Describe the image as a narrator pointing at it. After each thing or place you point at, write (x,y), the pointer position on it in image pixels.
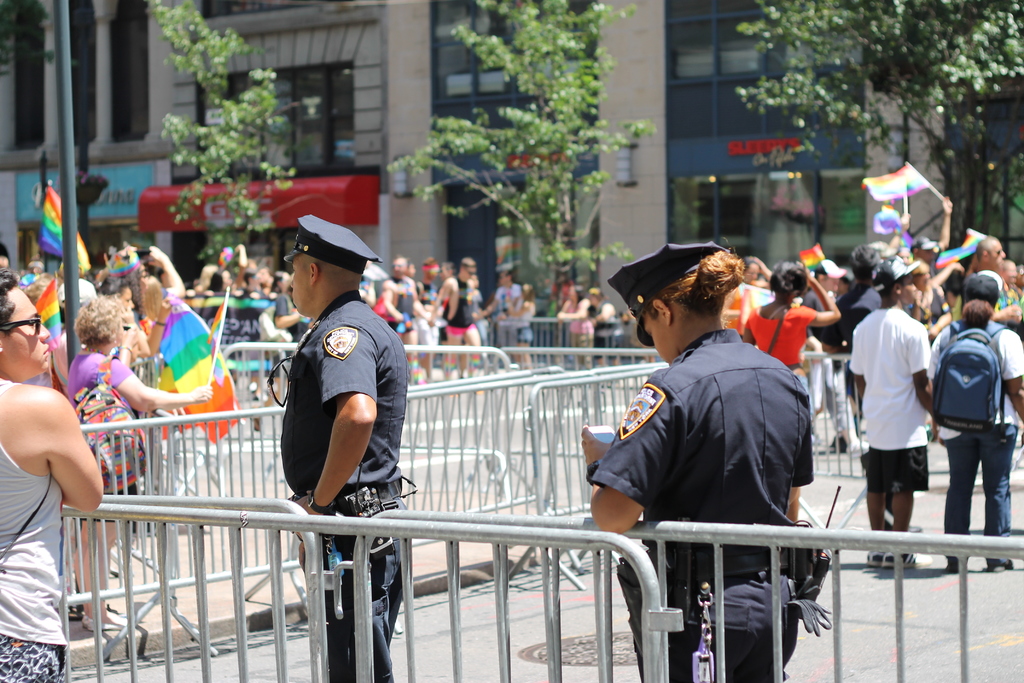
In this image there are some persons (379,322) standing as we can see in middle of this image (628,433), and there are some trees (246,207) on the top of this image (442,217) and there is a building (331,74) in the background (648,180) and there are some fencing gates (504,485) as we can see in the bottom of this image (366,552).
